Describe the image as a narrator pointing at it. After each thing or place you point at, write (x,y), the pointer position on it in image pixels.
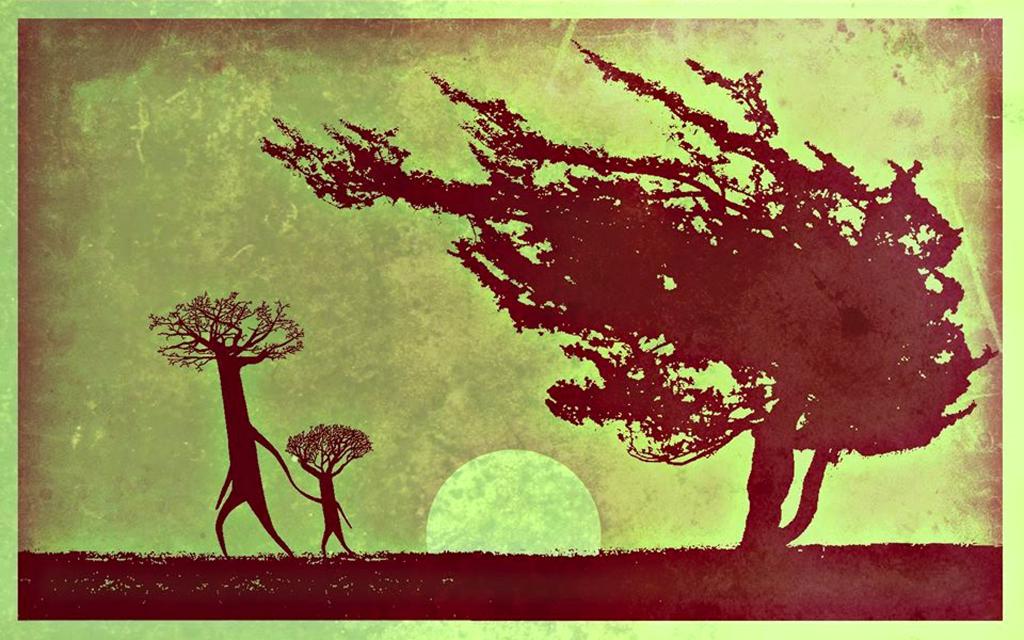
In this picture we can see trees (809,397). In the background (527,494) there is a moon (548,522). It seems like a painting.
